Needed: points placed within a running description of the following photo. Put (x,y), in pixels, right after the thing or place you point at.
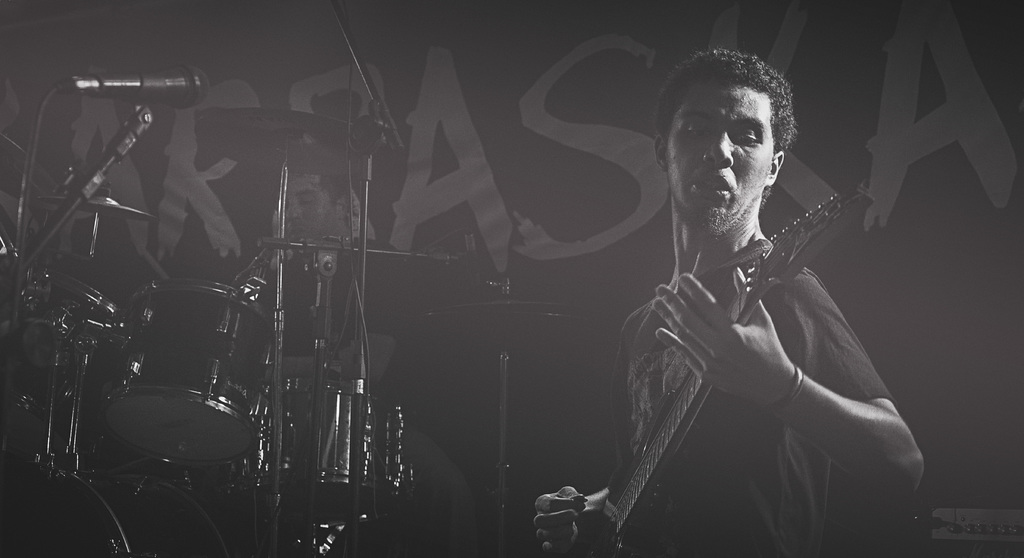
In the image there is a man (846,374) playing a guitar (811,247) in the foreground (740,303), behind him there are a lot of drums (264,352) and behind the drums (248,313) there is a person (340,352).
